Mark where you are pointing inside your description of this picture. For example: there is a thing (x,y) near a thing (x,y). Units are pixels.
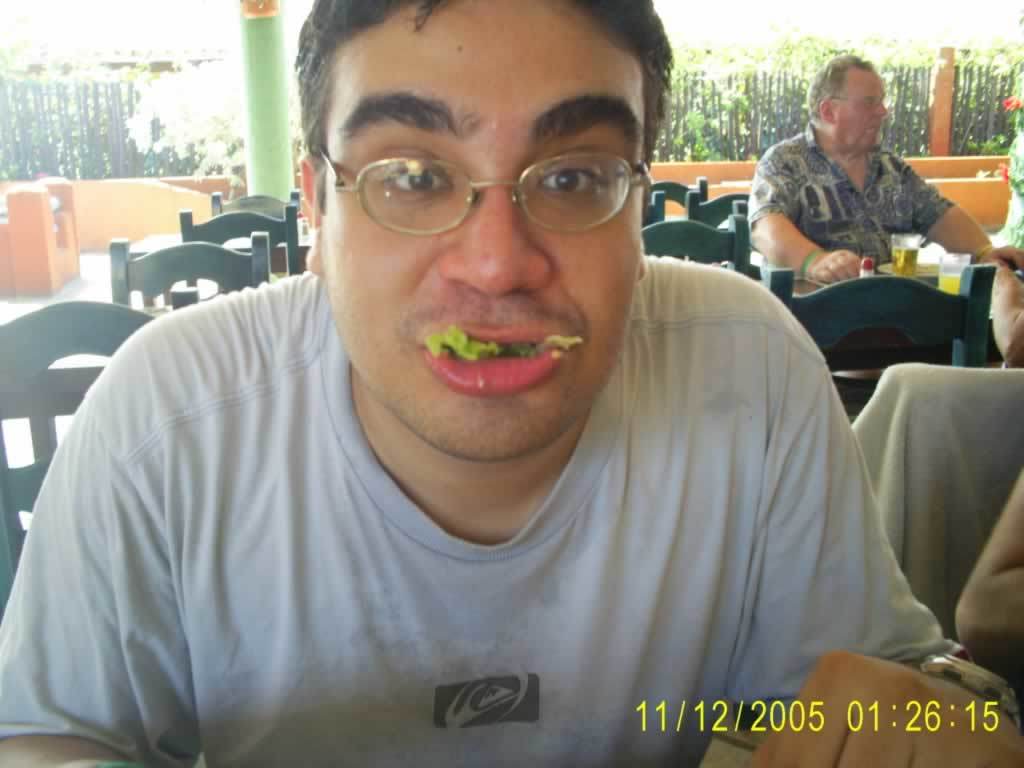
In this picture there is a man (400,53) in the center of the image (594,293), he is eating and there are chairs (221,210), other people (853,168) and a pillar (262,1) in the background area of the image (872,168) and there are plants (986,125) and a boundary (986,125) at the top side of the image (1002,119).
